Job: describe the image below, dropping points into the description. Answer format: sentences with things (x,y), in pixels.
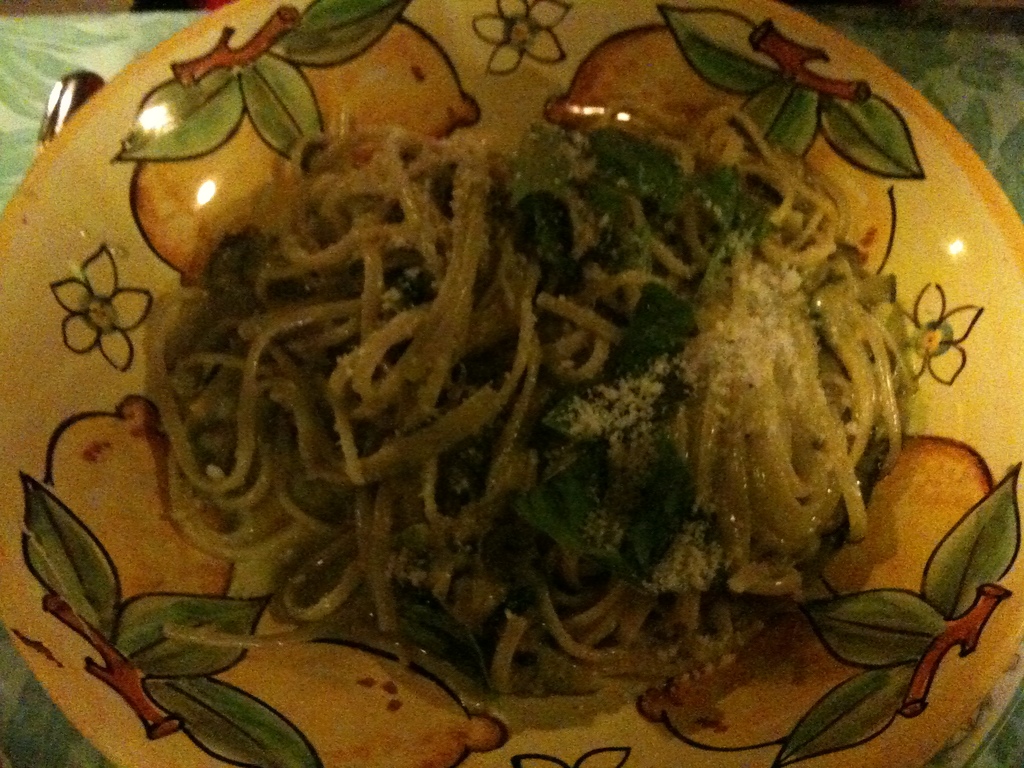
In the middle of the image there is a table (1001,690), on the table (909,33) there is a plate (211,211). In the plate (233,173) there is food (552,131).
